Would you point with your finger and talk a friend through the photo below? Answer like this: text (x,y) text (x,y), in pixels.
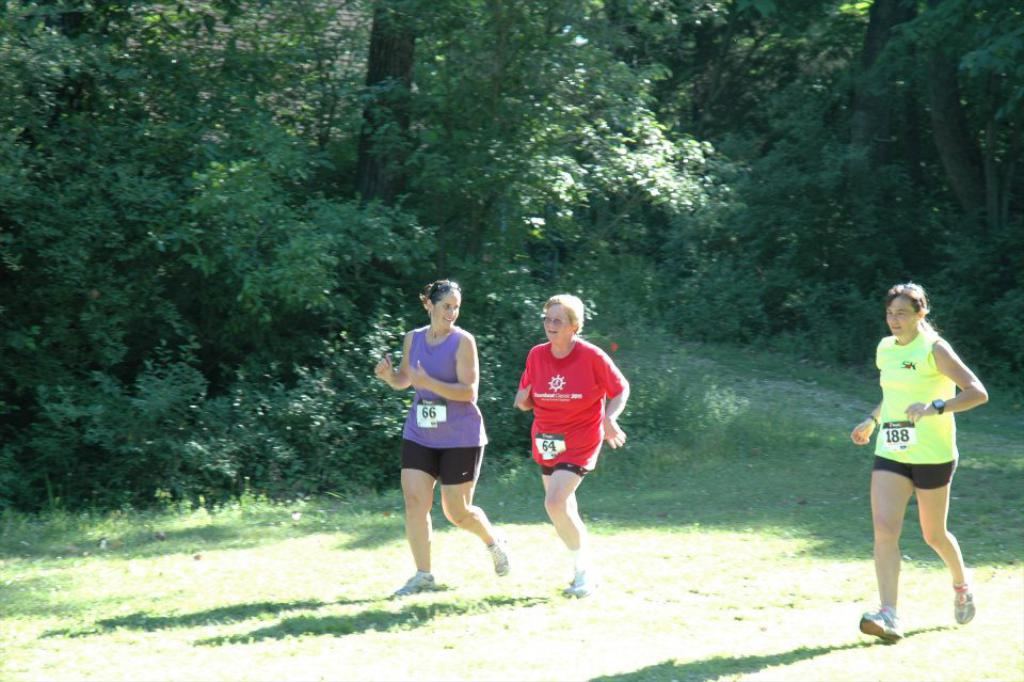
There are people (548,475) in the foreground area of the image (563,467), it seems like jogging on the grassland (968,656) and trees (476,290) in the background (386,248).
